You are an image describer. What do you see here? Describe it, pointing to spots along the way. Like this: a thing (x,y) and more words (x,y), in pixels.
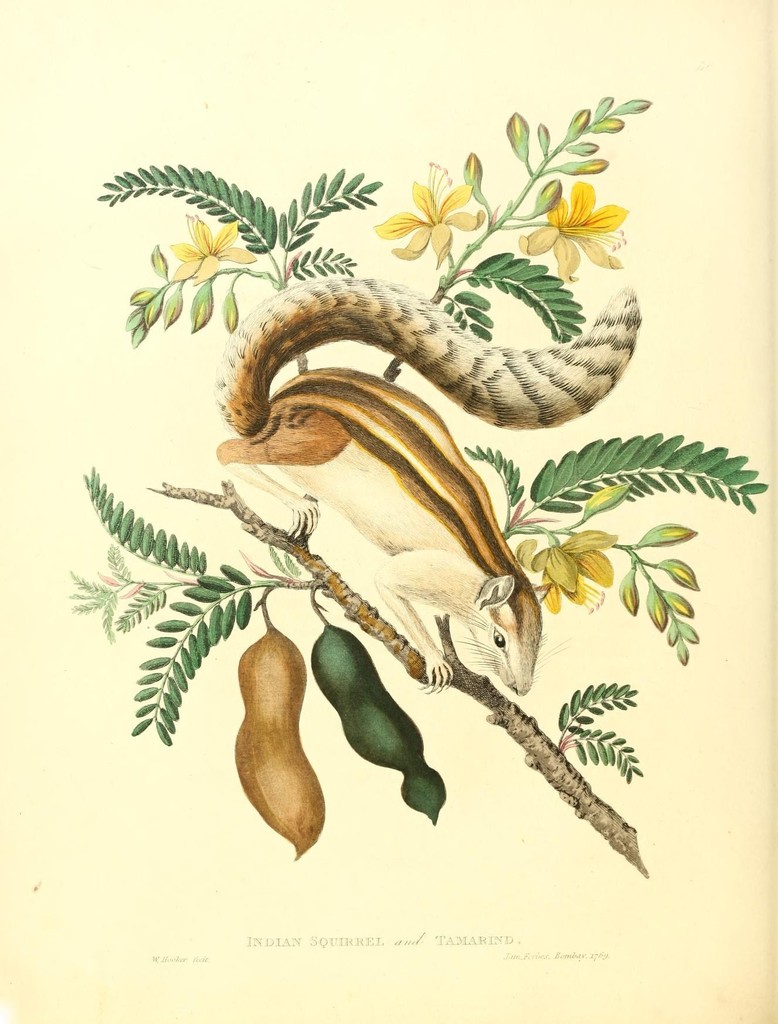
In the image there is an art of a squirrel (395,448) standing on a branch (235,503) of tree (521,729) with flowers (595,166) and fruits (282,657).
